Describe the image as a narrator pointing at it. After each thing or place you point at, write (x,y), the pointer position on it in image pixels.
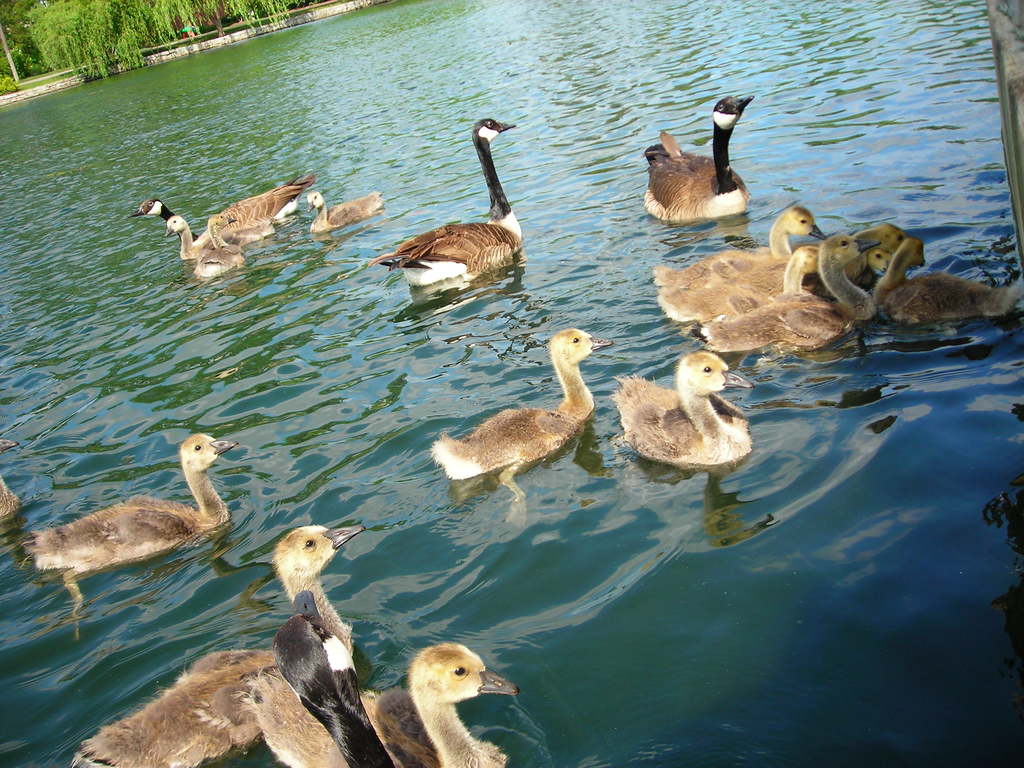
In this image in the center (660,406) there are aquatic birds (674,391) in the water (675,244). In the background (61,29) there are trees (63,21). On the right side (1011,86) there is a wall (1013,100).
